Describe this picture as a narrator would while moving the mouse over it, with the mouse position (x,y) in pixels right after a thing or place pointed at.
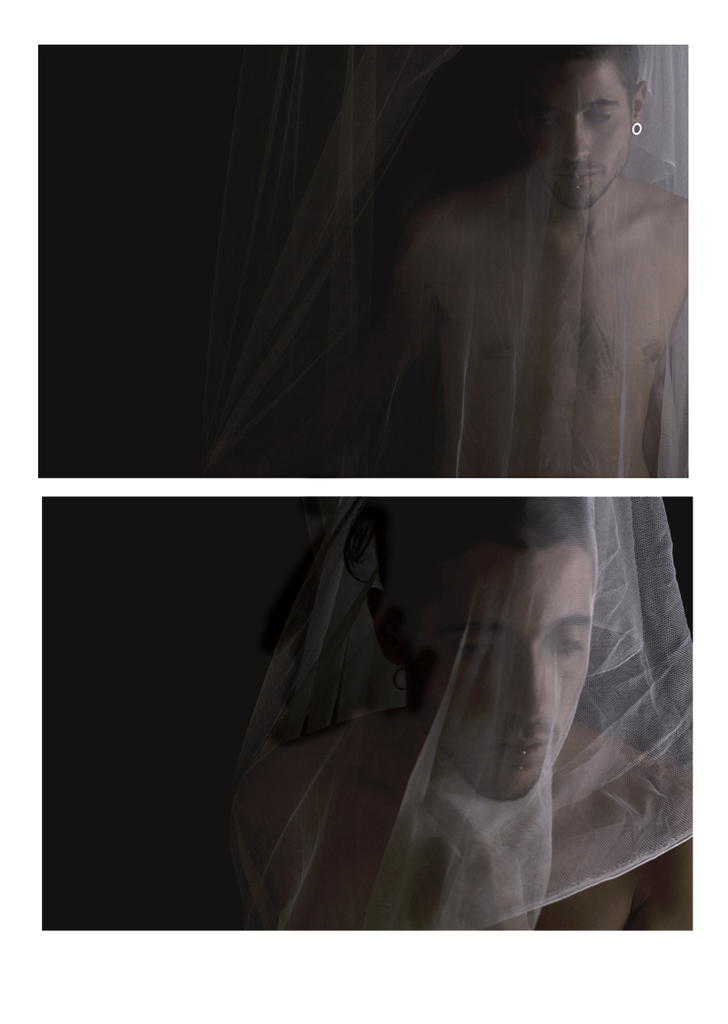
I see this is a collage image and I see a man (535,335) and I see that it is dark in the background (162,545) and I see the white color transparent thing (465,729) on the man (508,437).
